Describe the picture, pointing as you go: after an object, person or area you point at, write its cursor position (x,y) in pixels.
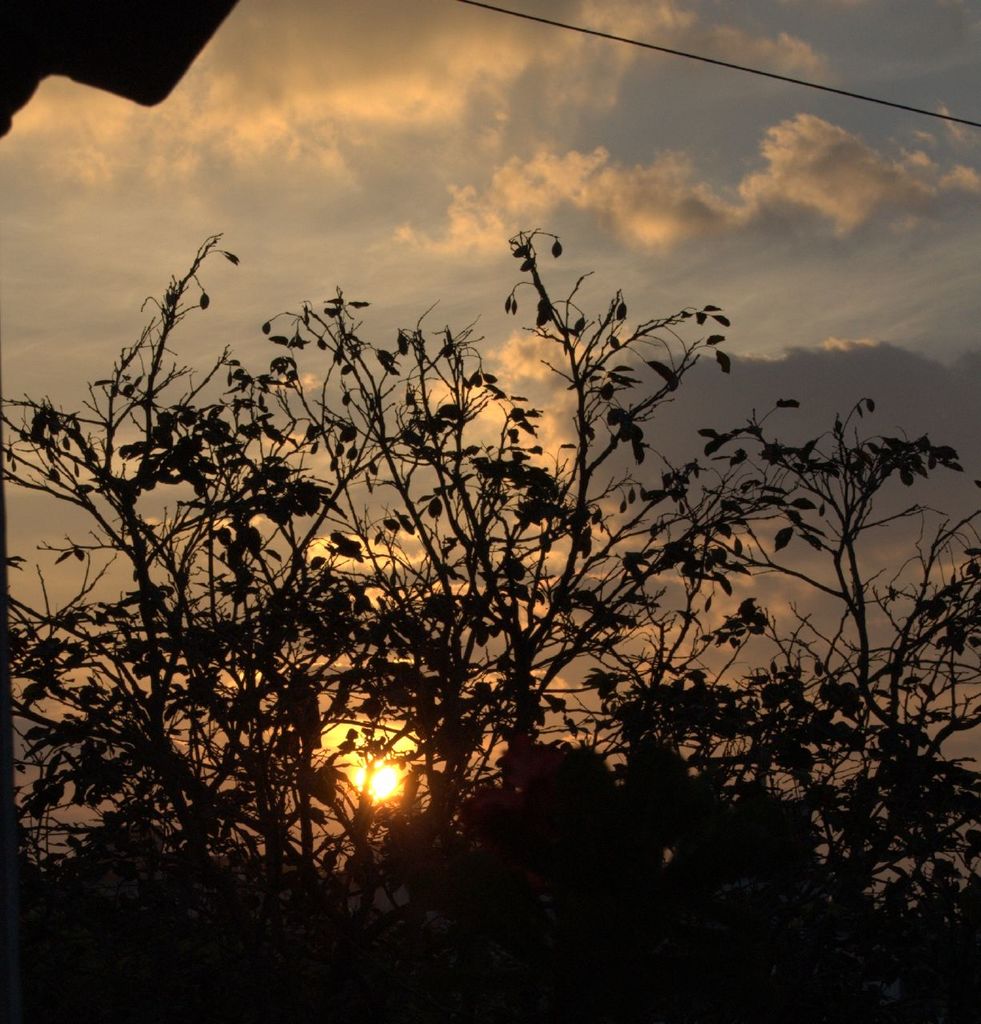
Here in this picture we can see trees (273,718) present over there and we can see clouds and sun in the sky (384,736) over there.
